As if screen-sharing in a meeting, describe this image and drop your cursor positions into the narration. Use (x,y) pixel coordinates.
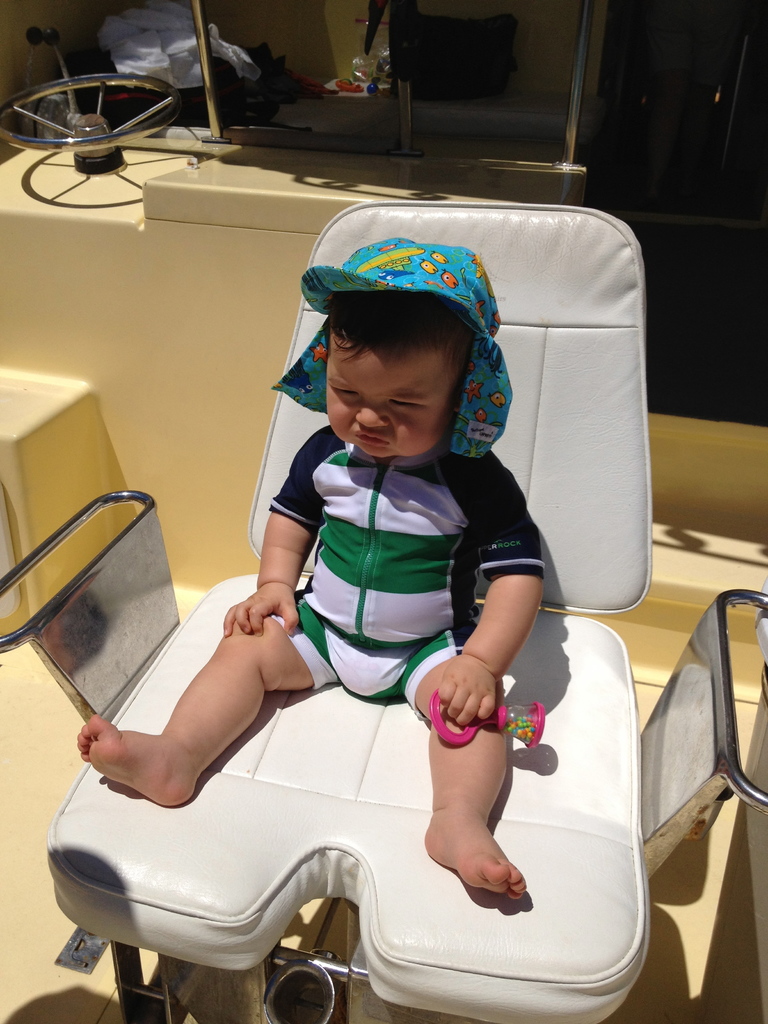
It looks like a boat (175,510) there is a white color chair (430,869) on which a kid (490,579) is made to sit, in the background (88,166) there is some equipment (42,114).
